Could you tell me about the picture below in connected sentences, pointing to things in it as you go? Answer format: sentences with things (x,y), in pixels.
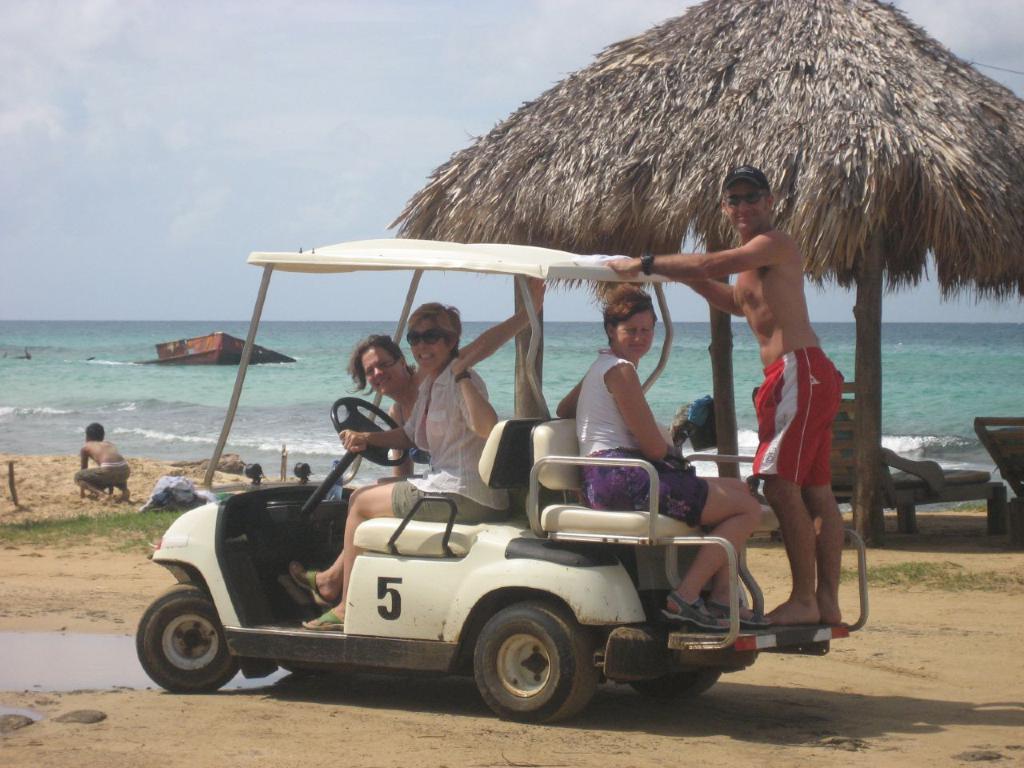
In the picture we can see a cart vehicle (514,682) with some people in it and driving on the sand surface (72,552) near the water (244,405) and in the background (131,150), we can see a hut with pillars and some chairs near it and we can also see a water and some material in water (313,435) and a sky (176,163).
